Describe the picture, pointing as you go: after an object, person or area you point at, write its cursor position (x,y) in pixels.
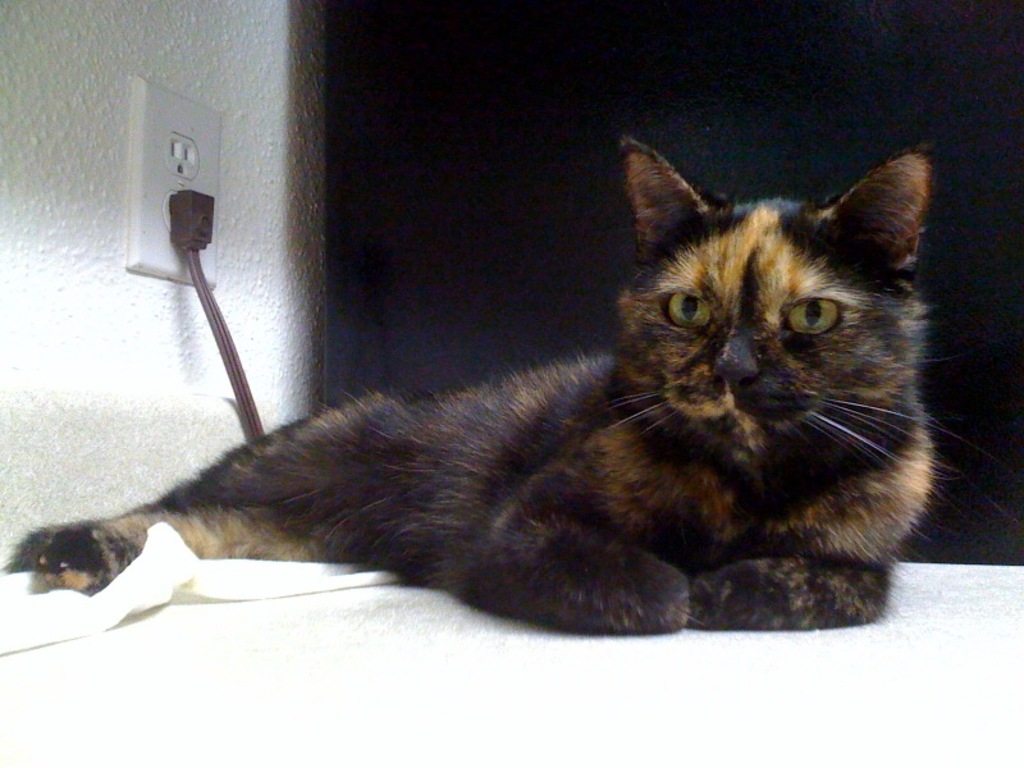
In this image I can see the cat (660,499) which is in brown color. It is sitting on the white color surface (507,692). To the left (139,385) I can see the wall (30,267) and the socket (140,122) to it. There is a plug (180,239) connected to the socket (150,194). In the back (494,153) I can see the black wall (501,204).
